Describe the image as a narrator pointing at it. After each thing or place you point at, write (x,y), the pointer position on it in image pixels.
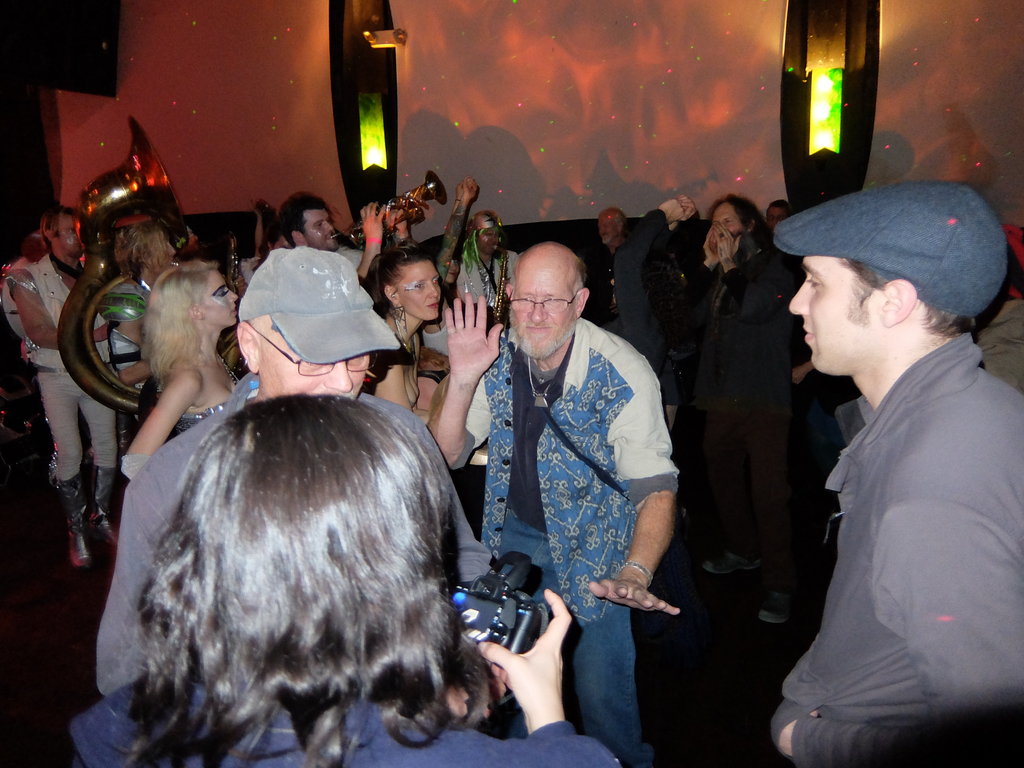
In the image there are many men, women (312,551) and old men (401,420) standing and dancing on the floor (43,527), few people (112,313) are playing music instruments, the person (447,635) in the front (483,621) holding camera (499,619), over the back (438,61) there is wall (436,130) with lights (378,149).
